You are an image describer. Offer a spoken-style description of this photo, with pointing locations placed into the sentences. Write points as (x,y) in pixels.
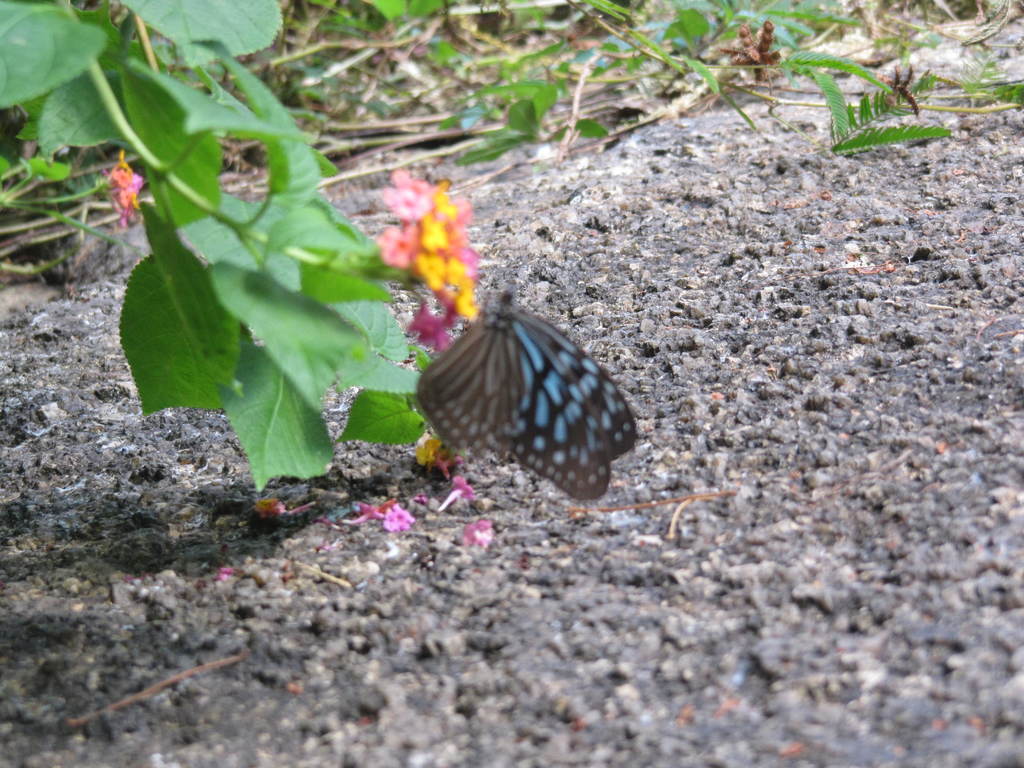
In this image we can see a butterfly (479,365) on the flowers (446,294) of a plant (284,281). We can also see leaves (264,337) and some flowers (468,493) on the ground (473,569).
